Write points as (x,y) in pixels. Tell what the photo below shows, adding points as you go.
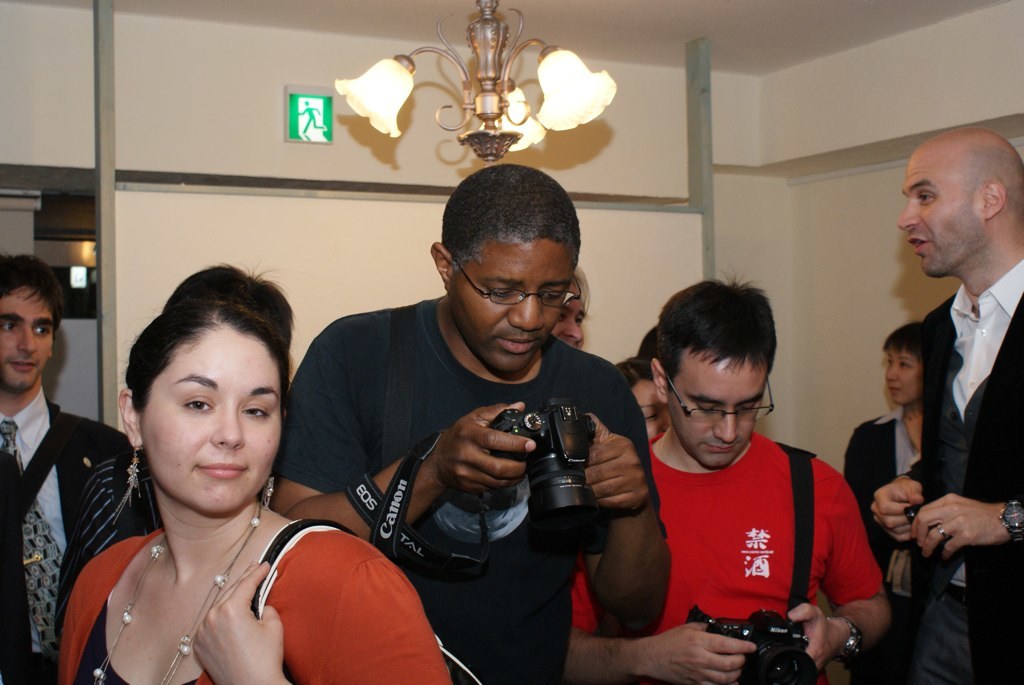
There are many people (385,492). Some are wearing specs (500,298) and holding bags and camera (764,669). In the back (250,156) there is a wall (554,157). On the wall (263,148) there is a sign board (332,117). Also there is a chandelier (482,82).
